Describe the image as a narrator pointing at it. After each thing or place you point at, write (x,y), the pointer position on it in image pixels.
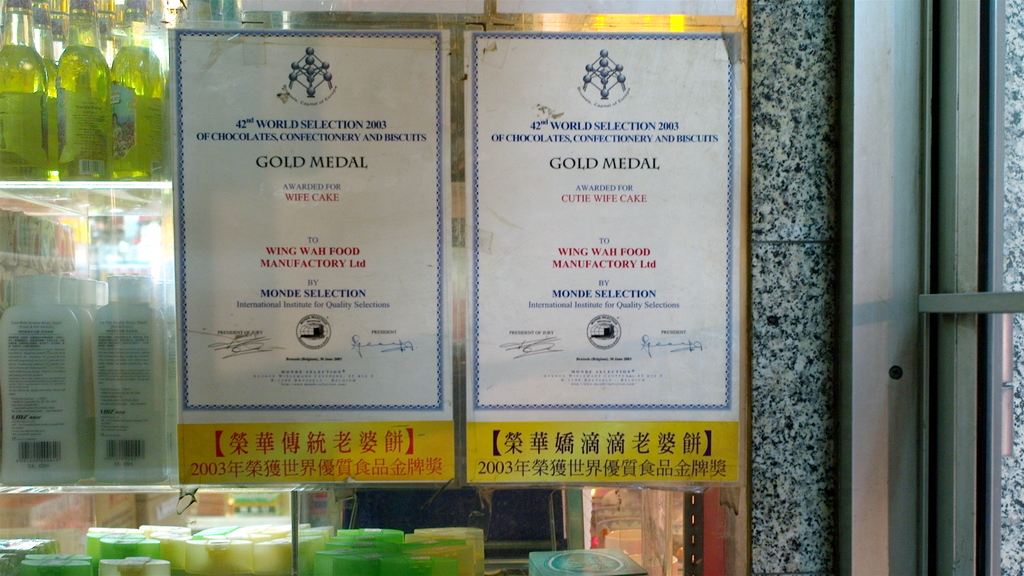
These are the papers (276,294) attached to the glass door (106,279). I can see group of bottles (67,400) placed in an order in the rack (267,522). This is a wall (801,284) and this looks like an iron thing (945,279) which is used to fix windows (933,317).
